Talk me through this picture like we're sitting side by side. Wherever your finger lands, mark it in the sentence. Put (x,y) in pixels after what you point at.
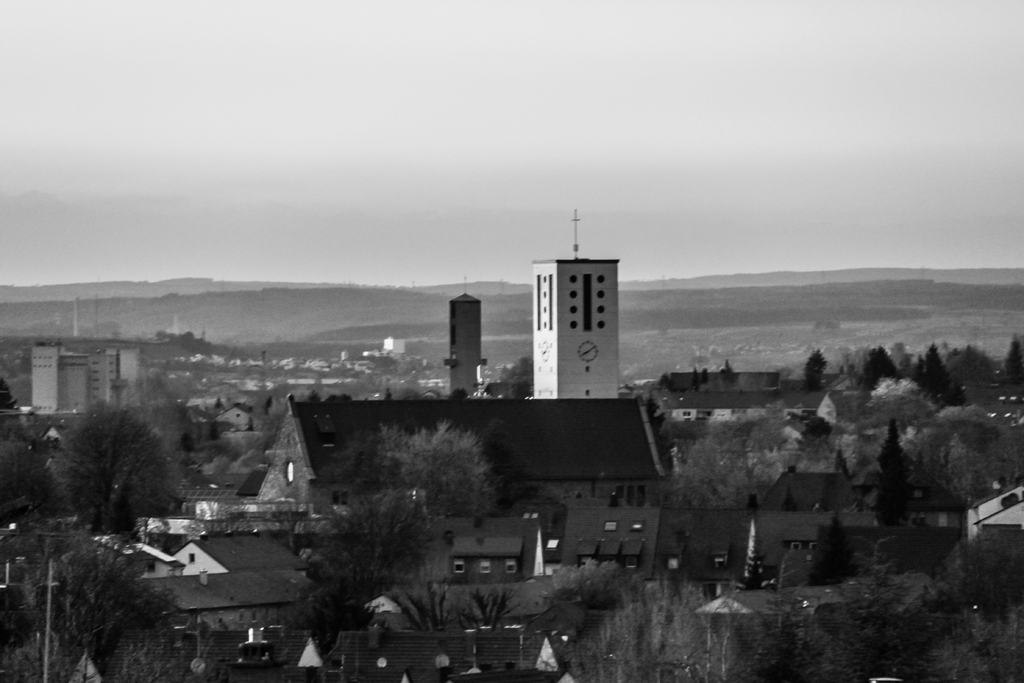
In this picture I can observe some trees (86,598). There are buildings (392,351) in this picture. In the background (481,217) there is sky (476,190).
